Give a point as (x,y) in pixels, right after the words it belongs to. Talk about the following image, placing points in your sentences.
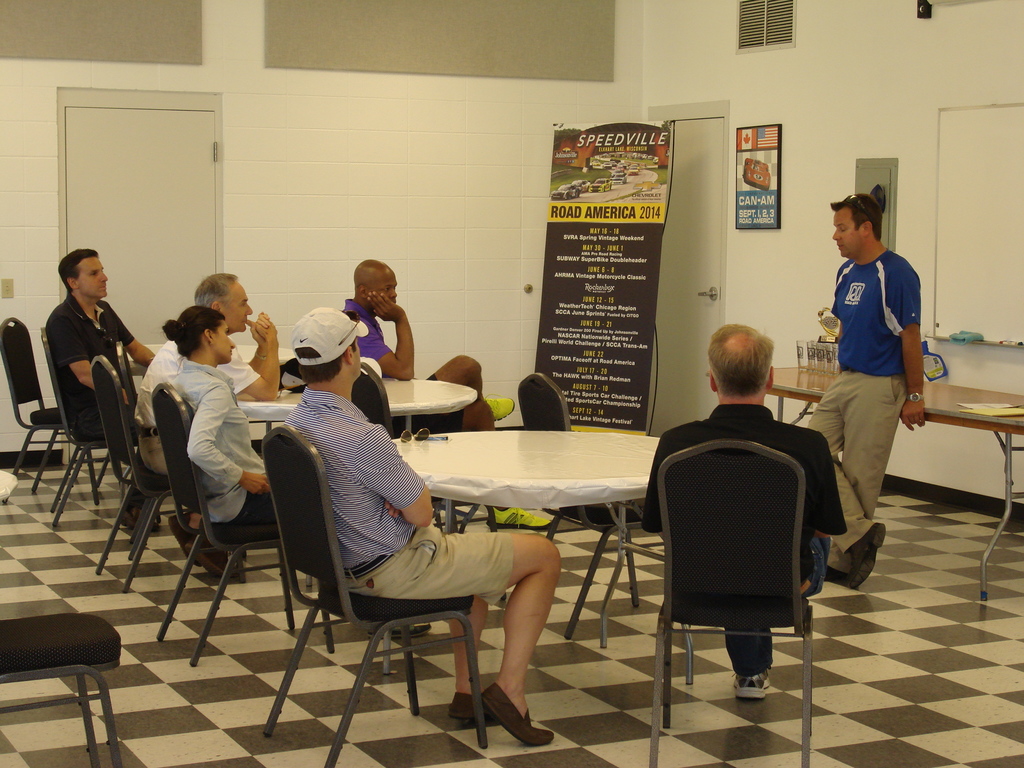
people (239,436) are sitting on the chair (700,531). tables (542,481) are present in front of them. at the right (876,286) a person (873,339) is standing. at the back (601,406) there is a banner (584,308) on which road america 2014 is written.
